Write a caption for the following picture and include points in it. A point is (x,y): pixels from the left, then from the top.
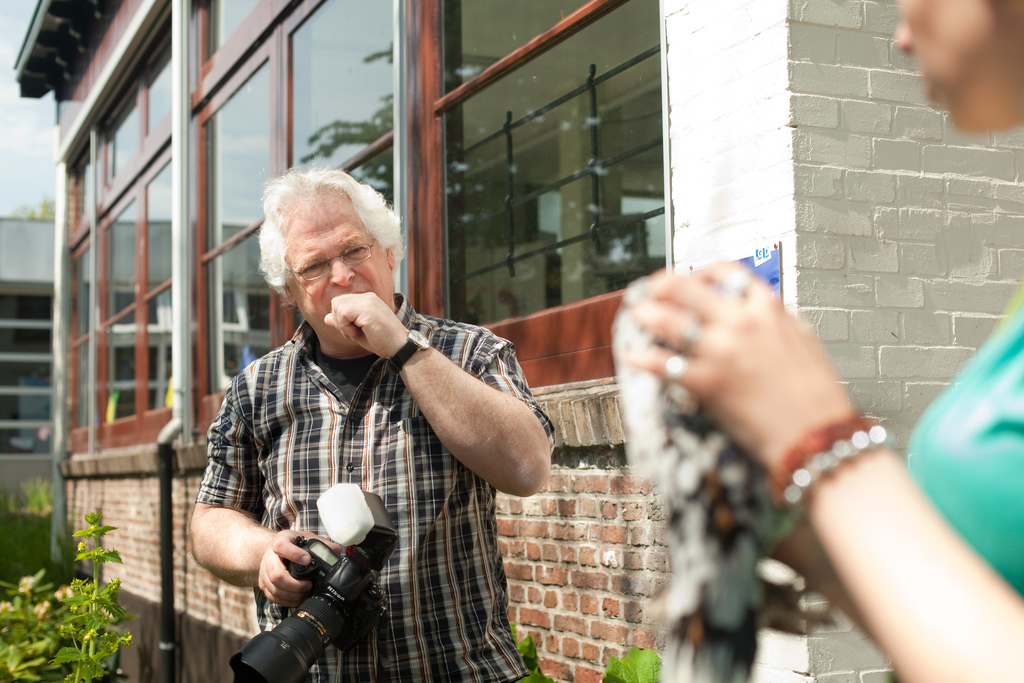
On the left side of the image (76,493) we can see a plant (66,665) and building (35,429). In the middle of the image (356,431) we can see a person (325,450) and he is holding a camera (386,551) and may be he is taking a photograph and he wore a watch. On the right side of the image (824,597) we can see a lady (877,580) and she is holding something and seeing the person (495,561) who is taking a photograph.
